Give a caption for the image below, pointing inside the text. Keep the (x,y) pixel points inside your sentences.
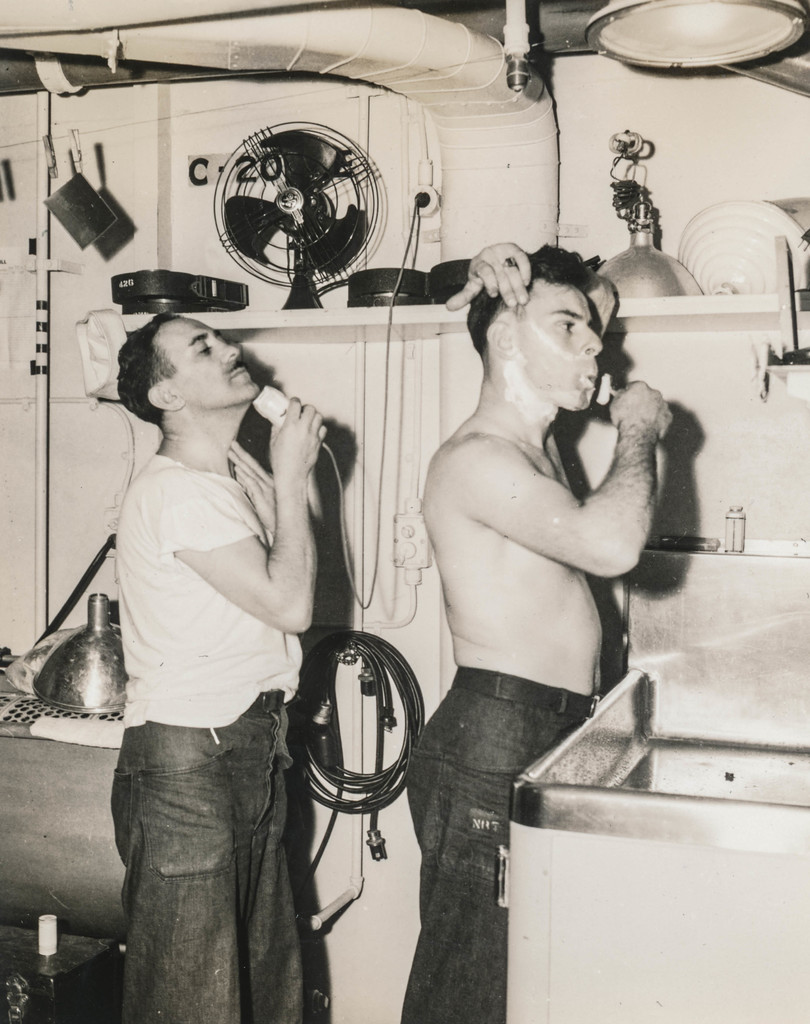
In this picture there is a man (520,517) who is wearing jeans (492,718), standing near to the wash basin (699,638) and he is holding cutter (598,396). Here we can see another man (294,662) who is wearing t-shirt (167,636), jeans (143,810) and holding a trimmer (263,388). On the top (537,184) we can see duct (534,73), pipe (523,6) and light (657,41). In this rack (757,306) we can see fan (315,163), lamp (695,284) and box (225,284). On the left (43,503) there is a pipe (41,492) on the wall (52,468). On the bottom left corner (50,916) there is a container (45,954) on the box (45,979).
